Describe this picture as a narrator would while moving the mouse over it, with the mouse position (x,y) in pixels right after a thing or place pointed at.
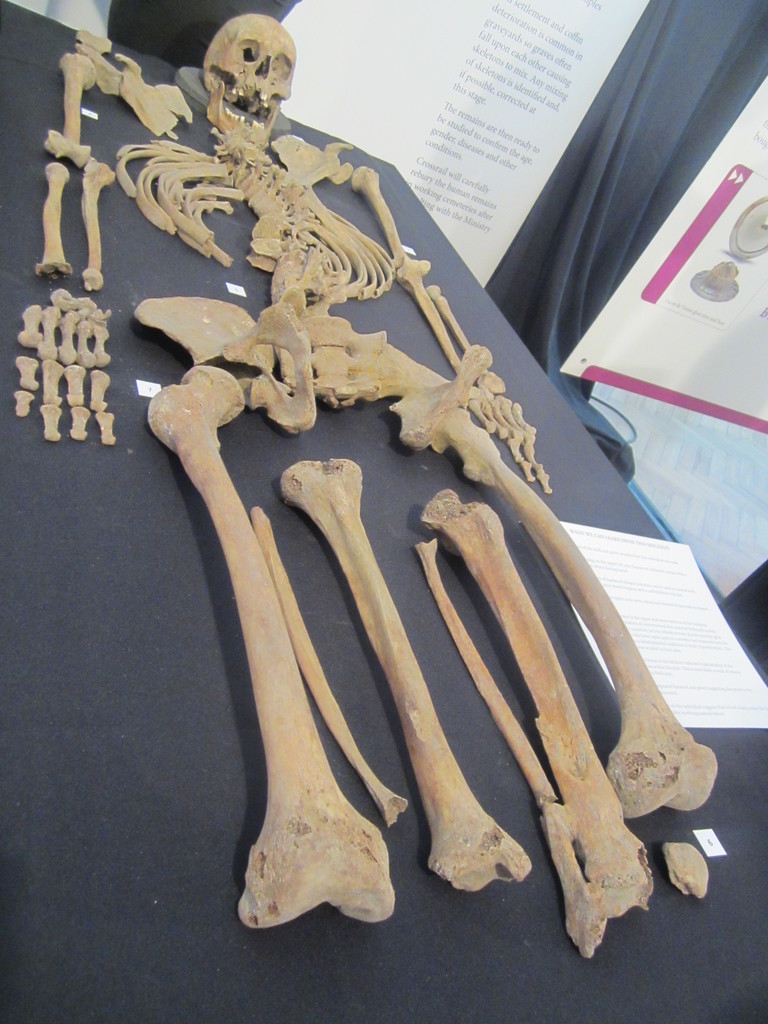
In this picture we can see a skeleton (283,679), bones (269,664) and paper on a platform (331,650) and in the background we can see posters (679,275), curtain (710,31).
